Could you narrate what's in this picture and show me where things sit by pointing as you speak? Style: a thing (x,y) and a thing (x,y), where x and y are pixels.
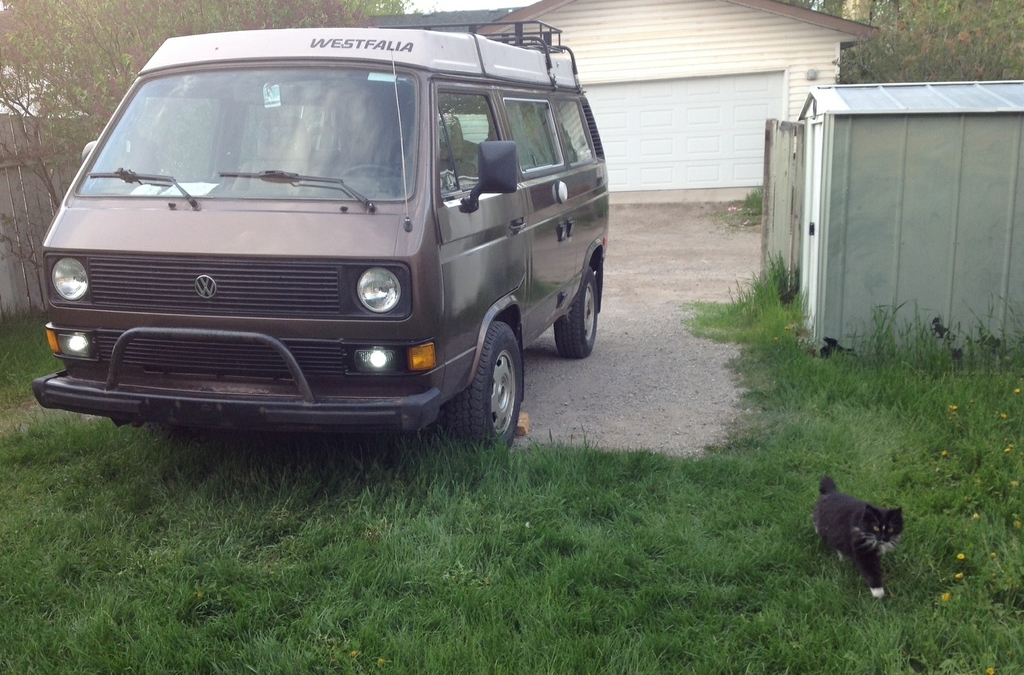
In this picture I can see a vehicle (517,317), there is a cat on the grass (912,569), there are flowers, fence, and in the background (786,56) there are sheds (776,61) and trees (110,47).
